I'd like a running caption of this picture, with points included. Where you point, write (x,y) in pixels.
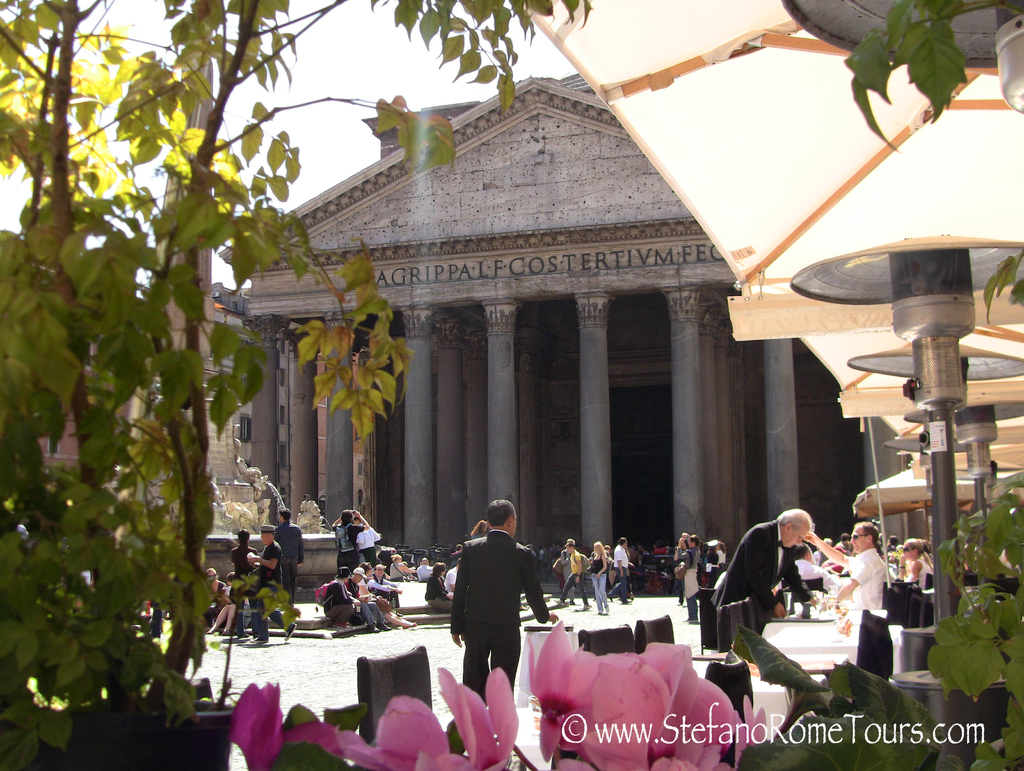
In the image I can see a building (541,317) which has pillars (424,421). I can also see people (441,592) among them some are standing and some are sitting. In front of the image I can see plants (925,736), flowers (623,685) and some other objects (859,324). In the background (323,114) I can see the sky (336,102). On bottom right corner of the image (845,721) I can see watermarks (897,731).
